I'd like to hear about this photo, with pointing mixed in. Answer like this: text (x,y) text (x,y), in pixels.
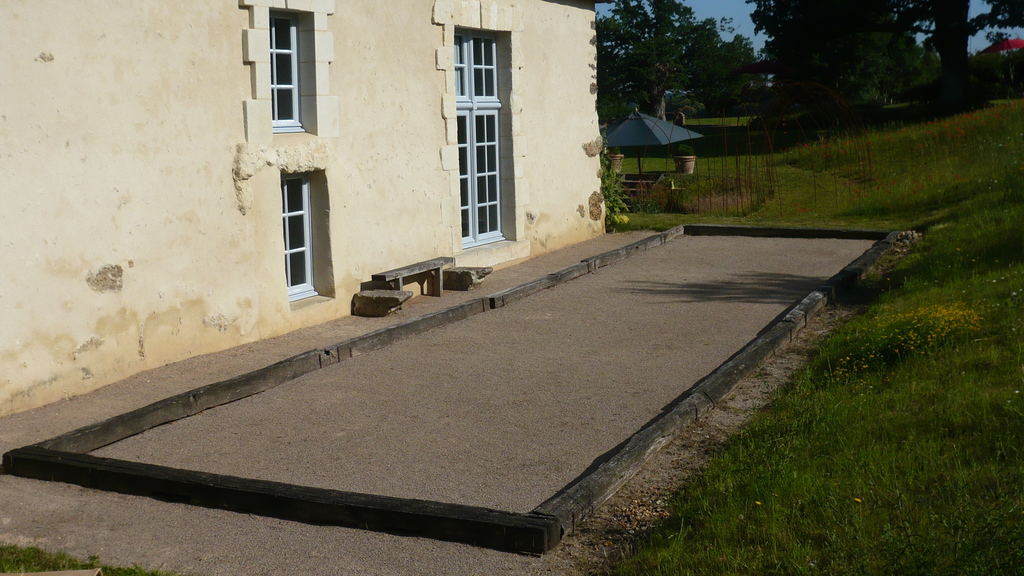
On the left side of the image (133,373) there is a bench (373,280), stones (361,311) and building (399,166). On the right side of the image (831,514) there is a tent (638,136), trees (704,113), plants (868,133) and grass (888,283). In the background (733,23) there is a sky (745,16).
